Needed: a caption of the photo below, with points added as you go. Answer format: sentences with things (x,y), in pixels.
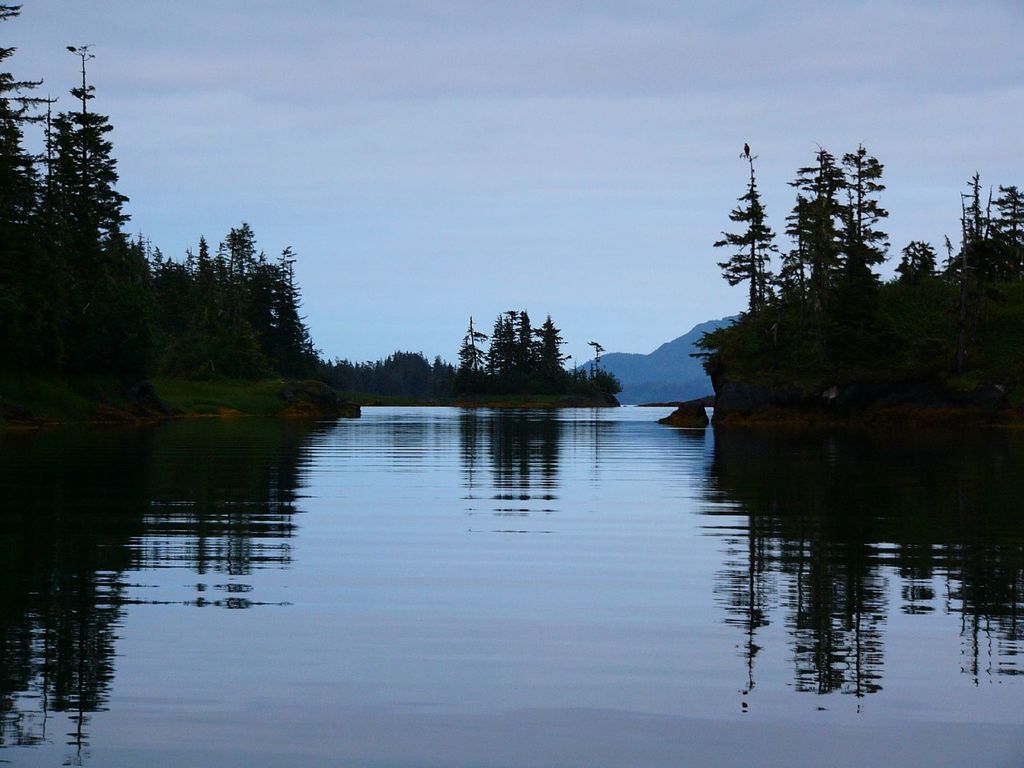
In this picture we can see many trees (37,325). Here we can see river (591,550). On the background (683,367) we can see mountain (663,367). On the top (561,191) we can see sky (601,138) and clouds (370,91).
